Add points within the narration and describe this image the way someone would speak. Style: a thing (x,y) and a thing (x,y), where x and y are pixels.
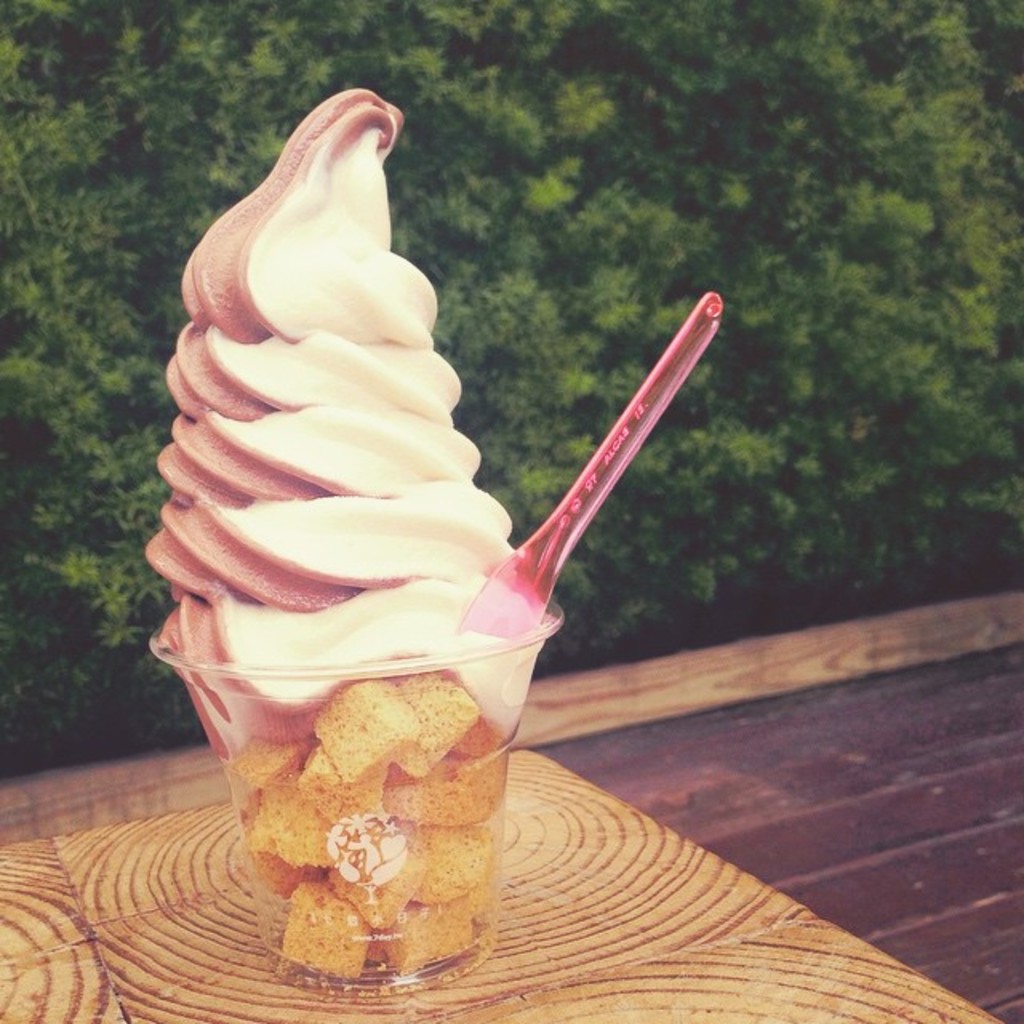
In this image, we can see a table (391,1016). On that table (768,978), we can see a glass (421,781) which is filled with some ice cream (398,530) and some other food item (376,785), we can also see a spoon (550,555) in the glass (320,827). In the background (870,174), we can see trees (841,611), at the bottom (967,788), we can see a floor (898,822).
